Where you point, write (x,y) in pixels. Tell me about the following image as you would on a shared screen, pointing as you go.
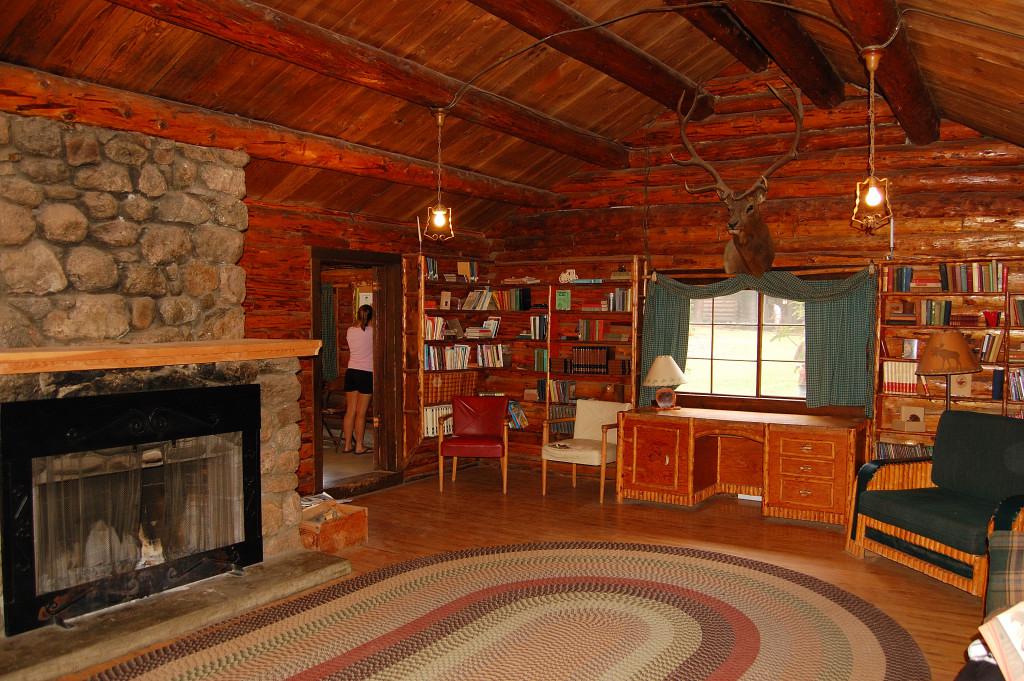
In this image there are book rack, chair (462,416), table (769,492), window (735,375), curtain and a floor-mat (278,618). There is a person (351,353) standing.
